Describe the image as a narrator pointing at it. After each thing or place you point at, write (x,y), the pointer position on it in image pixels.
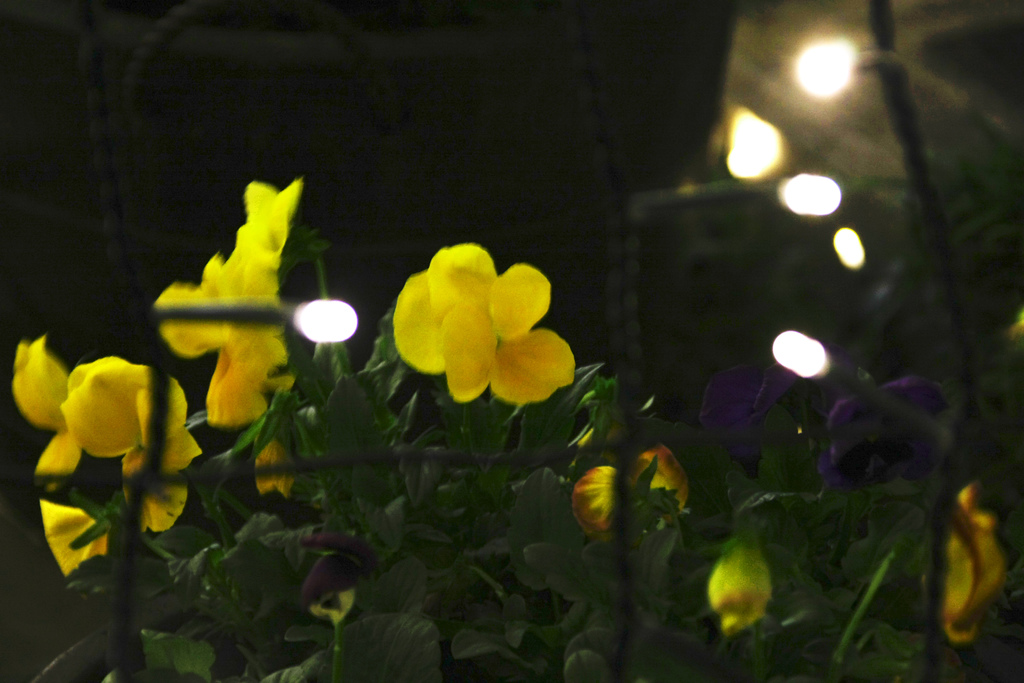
In this image we can see plants (375,396) with flowers (885,450) through a mesh (618,472).
